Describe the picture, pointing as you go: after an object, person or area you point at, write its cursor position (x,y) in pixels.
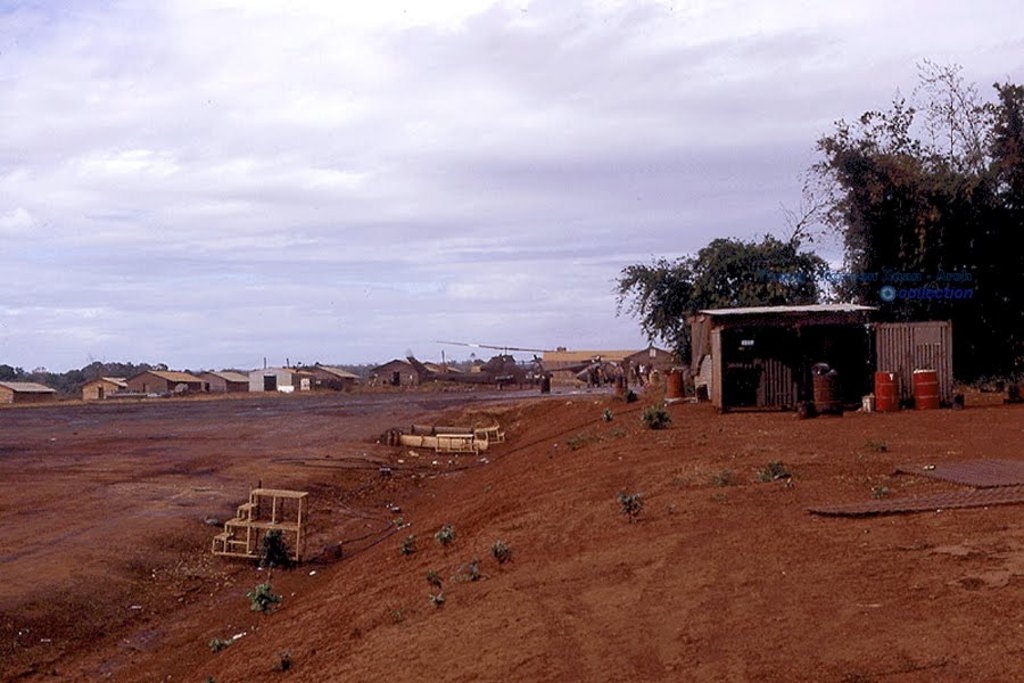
In this picture there is muddy texture (564,436) in the image and there are houses (236,375) and trees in the center of the image (681,271) and there is sky (619,132) at the top side of the image (621,99).
